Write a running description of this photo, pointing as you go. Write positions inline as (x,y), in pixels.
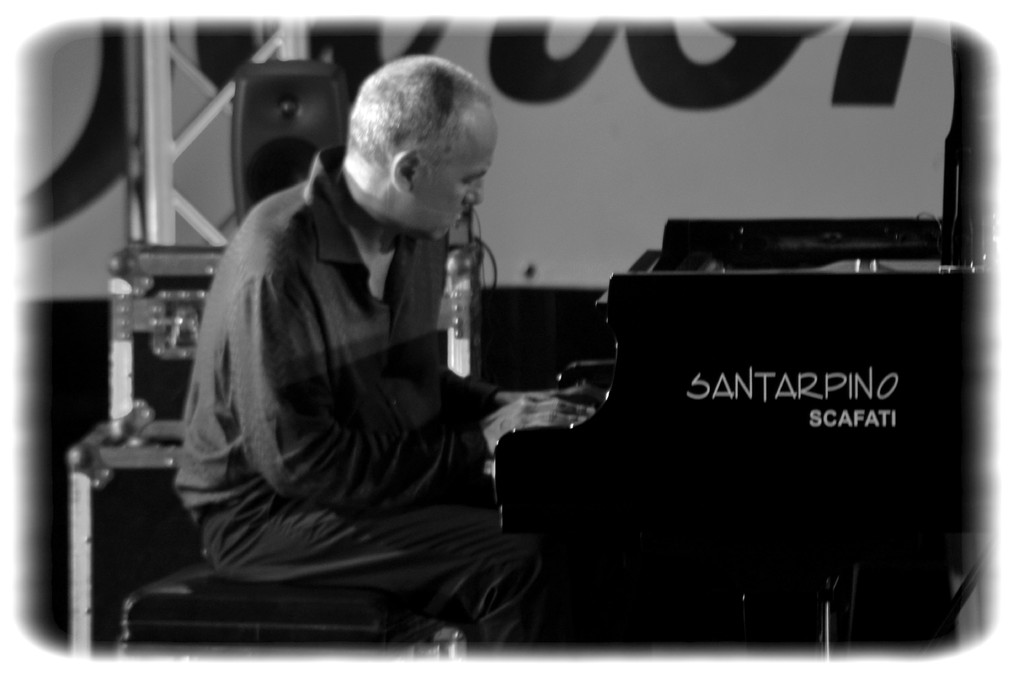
In this image there is a man (387,421) sitting on stool (204,582) and playing the piano (673,394) which is in front of him.
